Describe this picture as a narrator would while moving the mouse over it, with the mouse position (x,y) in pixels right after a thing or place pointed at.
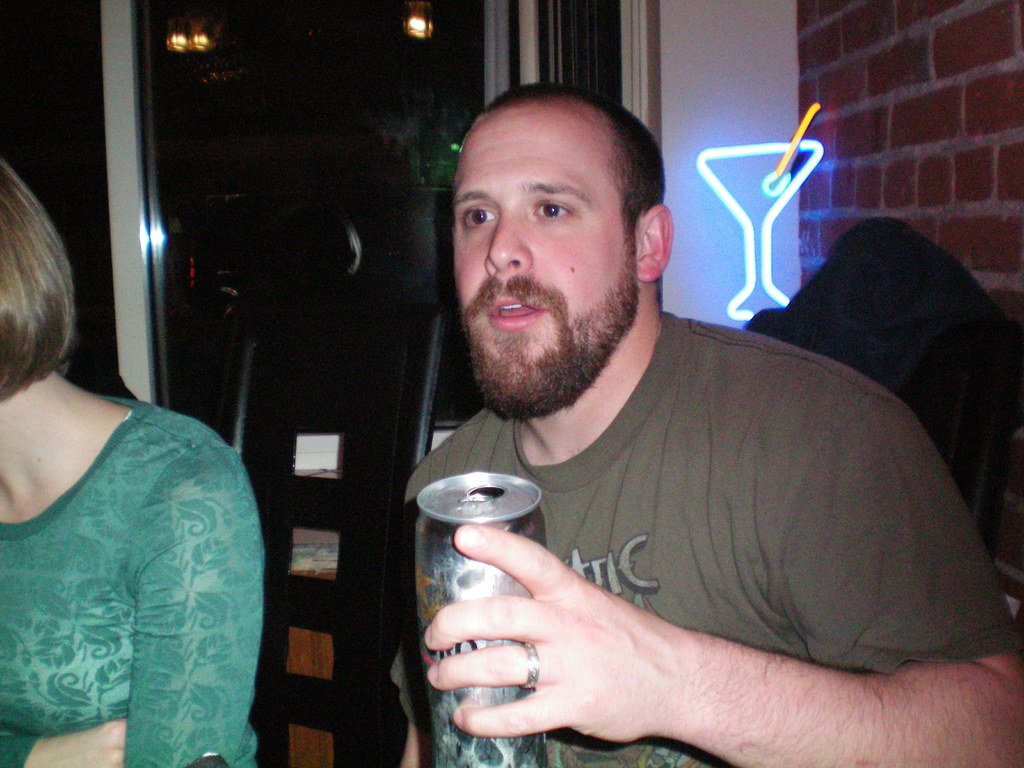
In this image I see a man (611,186) who is wearing t-shirt (690,386) and I see that he is holding a can (441,729) in his hand (469,730) and I see a woman (40,270) over here who is wearing green color top (221,513) and I see the chair (286,442) over here. In the background (62,44) I see the window glass (201,67) and I see the wall (825,56) over here and I can also see the lights (425,21) over here and it is a bit dark over here.
